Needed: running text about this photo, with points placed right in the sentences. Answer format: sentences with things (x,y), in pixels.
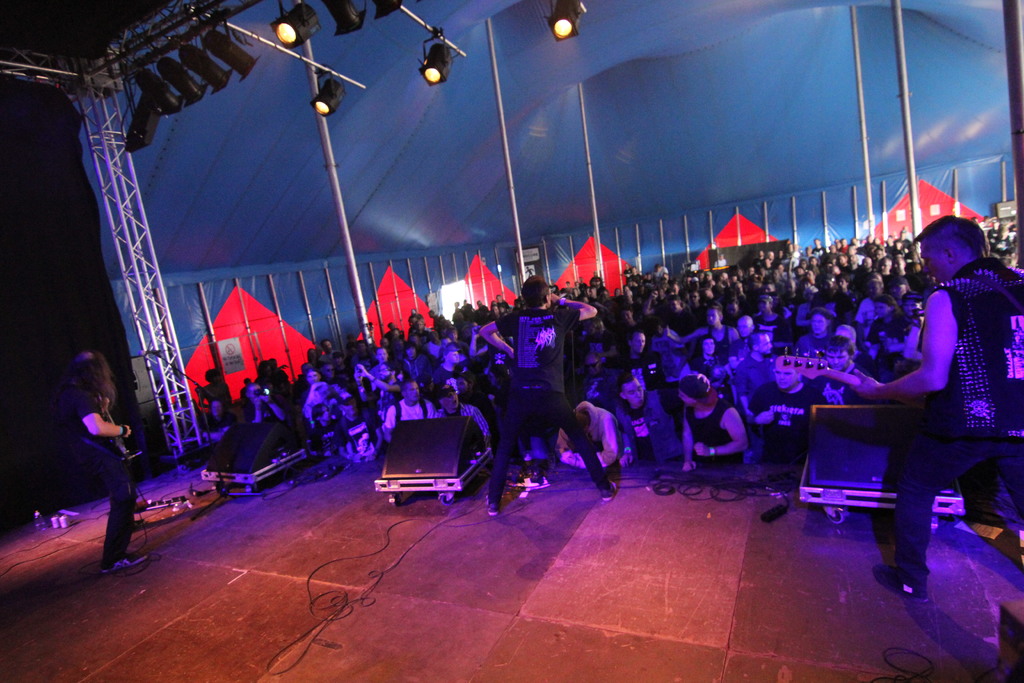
In this image I can see number of people (939,231), poles (148,286), lights (164,100), speakers (428,447), boards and here I can see these two are holding guitars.
